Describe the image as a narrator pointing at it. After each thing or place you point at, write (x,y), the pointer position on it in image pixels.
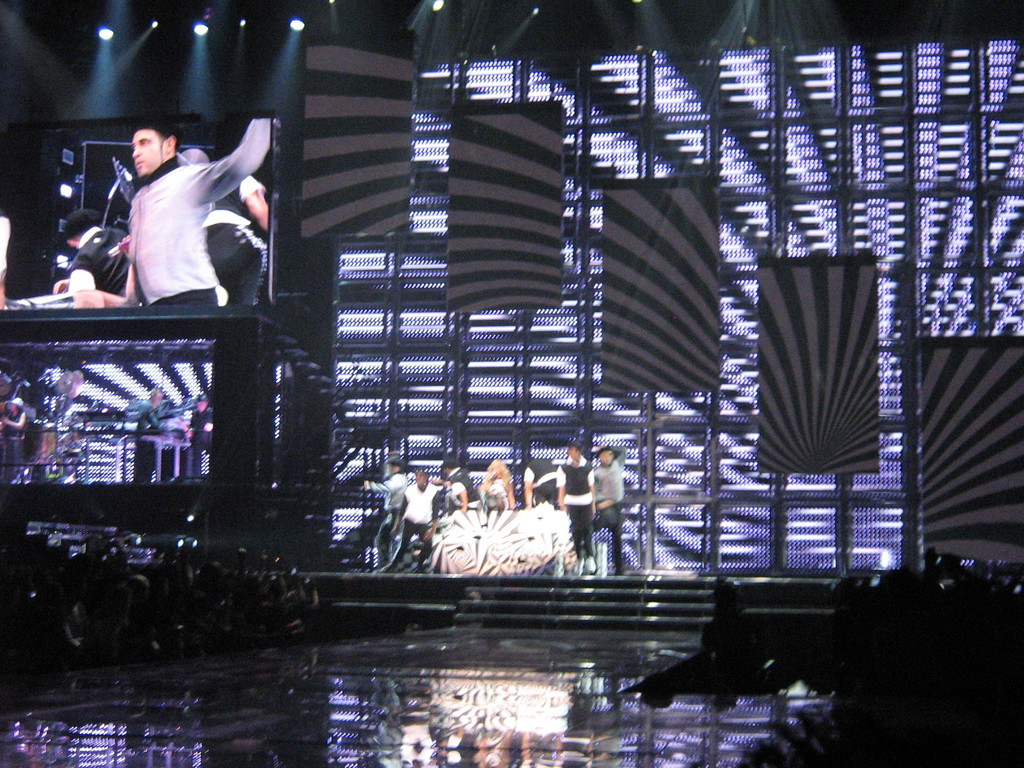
In the center of the image (464,499) there are persons (420,474) performing on dais (515,615). At the bottom of the image (592,593) we can see dais (367,627) and persons (845,640). In the background (694,271) we can see screens (257,147) and lights (939,282).
